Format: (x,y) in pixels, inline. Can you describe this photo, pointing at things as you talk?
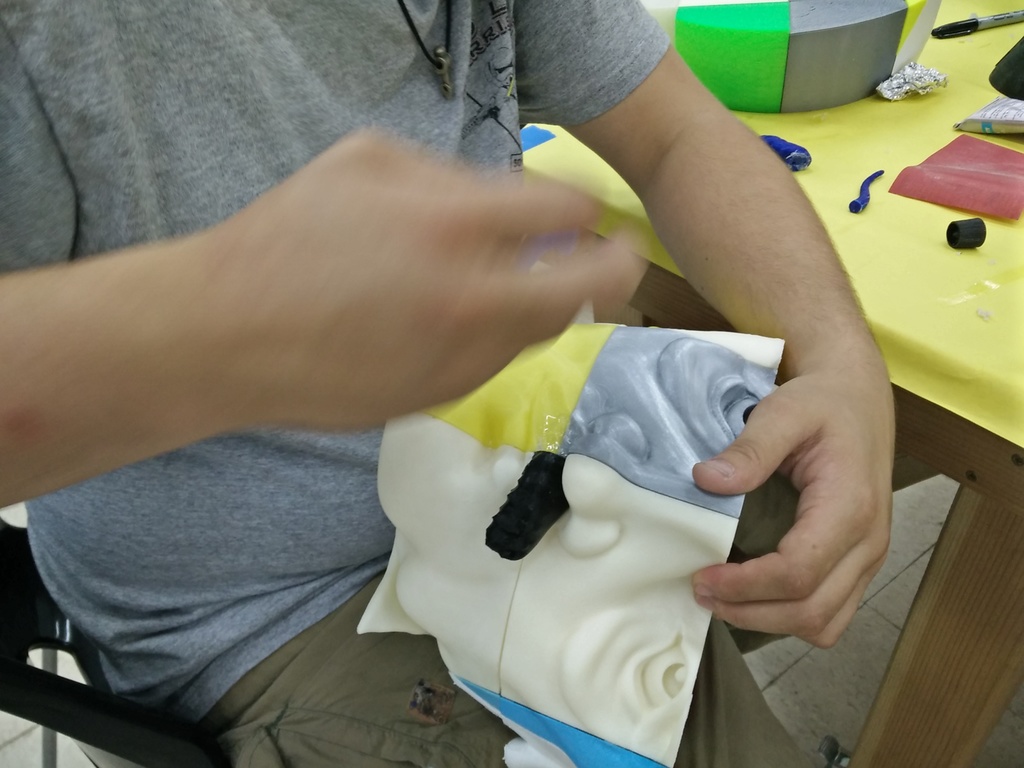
Here in this picture we can see a person (338,225) sitting on a chair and in front of him we can see a mask (689,461), being prepared by him and beside him we can see a table (888,209) present, on which we can see many things (723,79) present over there.
